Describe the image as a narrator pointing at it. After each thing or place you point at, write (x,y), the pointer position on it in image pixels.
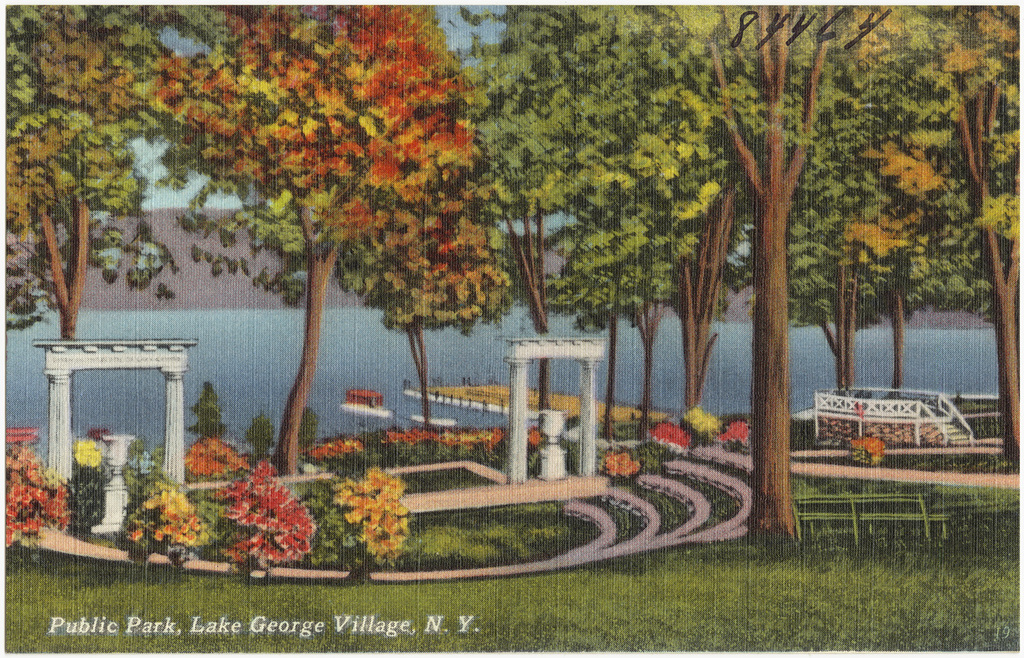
In this picture I can see there is a park (605,511) and there are few stairs (699,475), plants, grass (597,606), trees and a lake (243,361) in the backdrop (357,363) and the sky (147,157) is clear.
